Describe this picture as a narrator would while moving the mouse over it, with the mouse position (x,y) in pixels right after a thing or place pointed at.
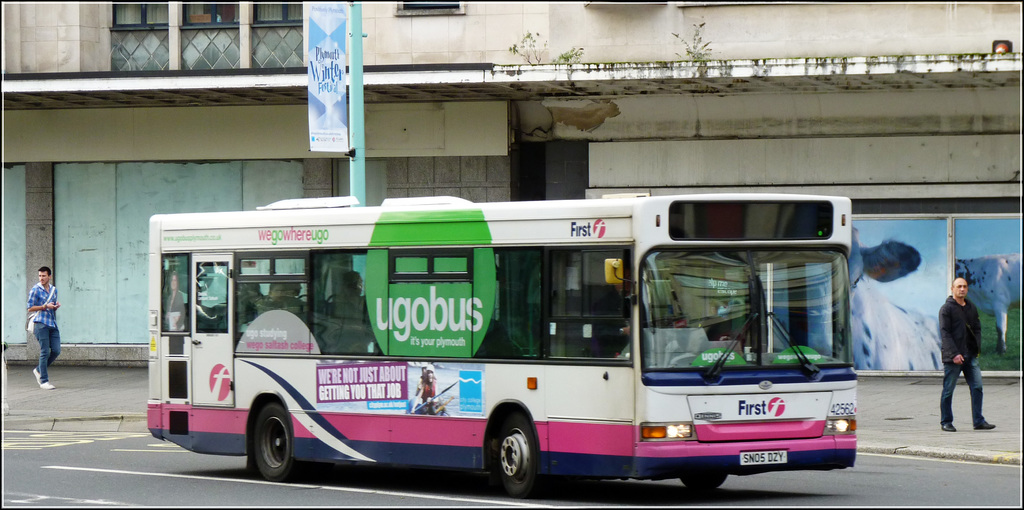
In this picture I can see the road (128,498) in front (194,490), on which there is a bus (307,303) and on the bus (228,252) I can see something is written and I can see the lights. In the middle of this picture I can see the footpath (10,420) on which there are 2 men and I can see a pole (358,15) on which there is a board (335,132) and I see something is written on it. In the background (18,157) I can see a building (716,133) and I see few plants (703,25).
